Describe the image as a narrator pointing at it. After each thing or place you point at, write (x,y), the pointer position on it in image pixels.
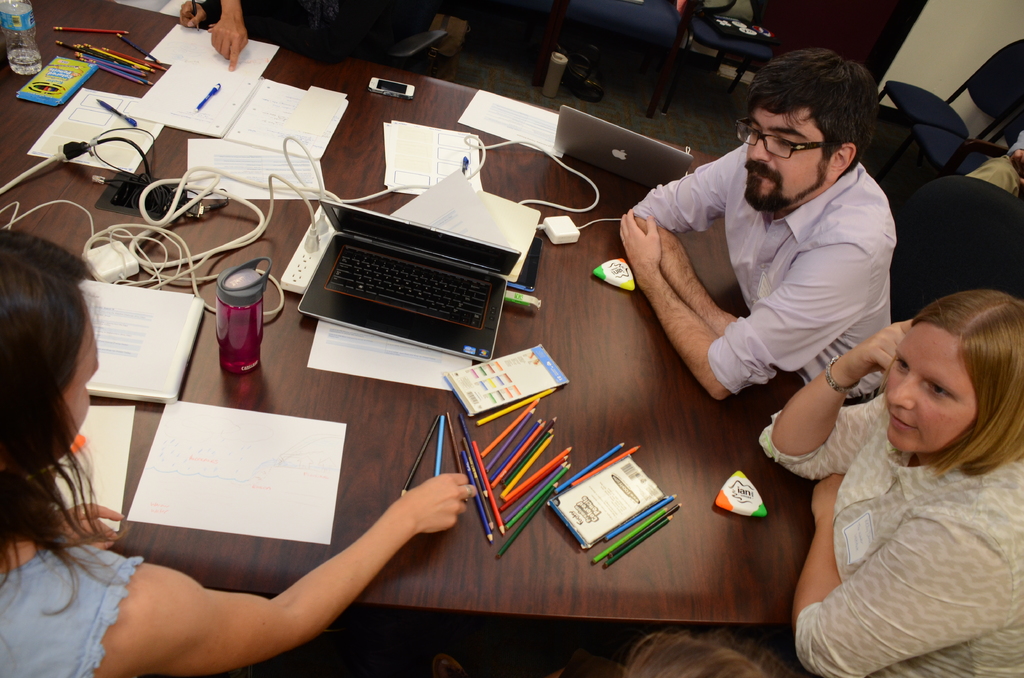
In this picture there is table (628,448) on which some pens (534,479), papers (282,449), Water bottles (226,340), wires (184,247), chargers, mobiles (382,81), laptops (386,240) were placed. Around the table (33,108), there are some people (25,485) sitting here. In the background (929,48) there is a wall (938,44) here.
